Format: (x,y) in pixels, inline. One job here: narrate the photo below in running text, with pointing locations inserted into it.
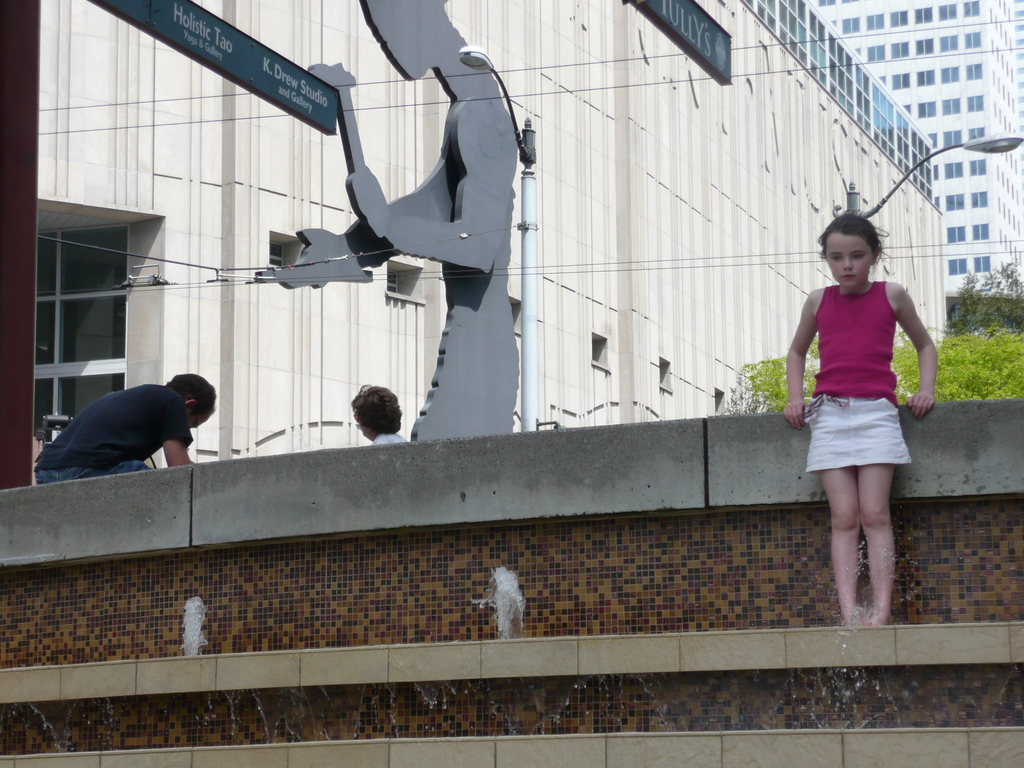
In the foreground of the picture (835,463) there is a girl (841,489) standing, near fountain (410,663). On the left (183,390) there are people (199,417) and name plates (271,82) and statue (472,237). In the background (779,260) there are trees (954,362), buildings (908,220) and street lights (992,141).
